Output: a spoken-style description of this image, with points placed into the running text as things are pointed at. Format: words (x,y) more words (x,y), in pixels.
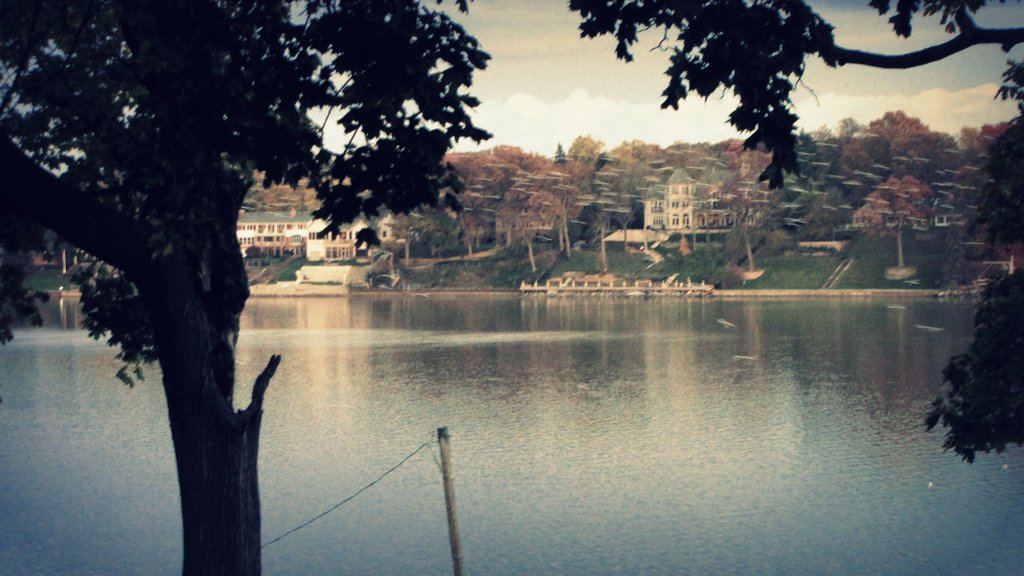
In this image there is water (689,491) at the bottom (726,491). On the left side (119,377) there is a tree (226,416). In the background (683,219) there are buildings (649,228). In the buildings (687,223) there are trees (498,176). There are so many birds (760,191) flying in the air. In the middle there is a pole (450,514) to which there is a rope (350,496).
